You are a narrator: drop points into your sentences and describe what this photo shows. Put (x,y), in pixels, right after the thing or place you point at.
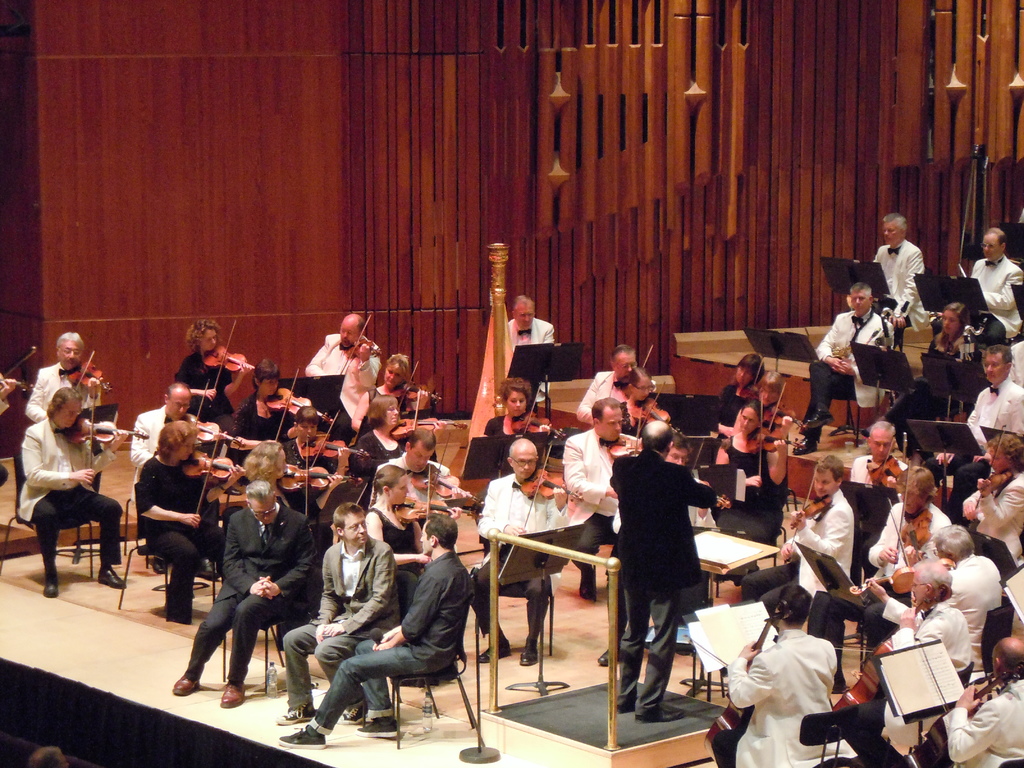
In this image I see number of people (910,512) who are sitting on chairs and this man (663,616) is standing and I see that most of them are wearing same dress (1005,314) and most of them are holding musical instruments (73,376) in their hands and I see the brown color wall (558,221) in the background (536,185).
